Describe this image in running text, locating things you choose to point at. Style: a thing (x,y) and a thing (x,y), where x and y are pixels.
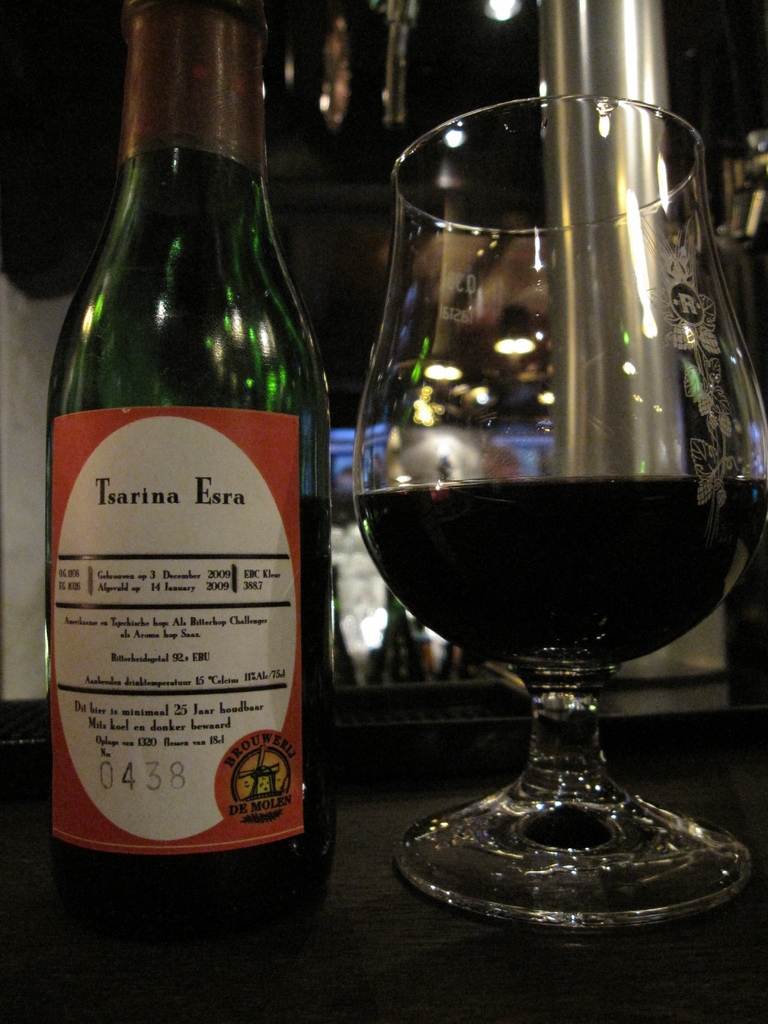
This is a wooden table (569,992) where a beer bottle (208,18) and glass of beer (606,509) are kept on it.
